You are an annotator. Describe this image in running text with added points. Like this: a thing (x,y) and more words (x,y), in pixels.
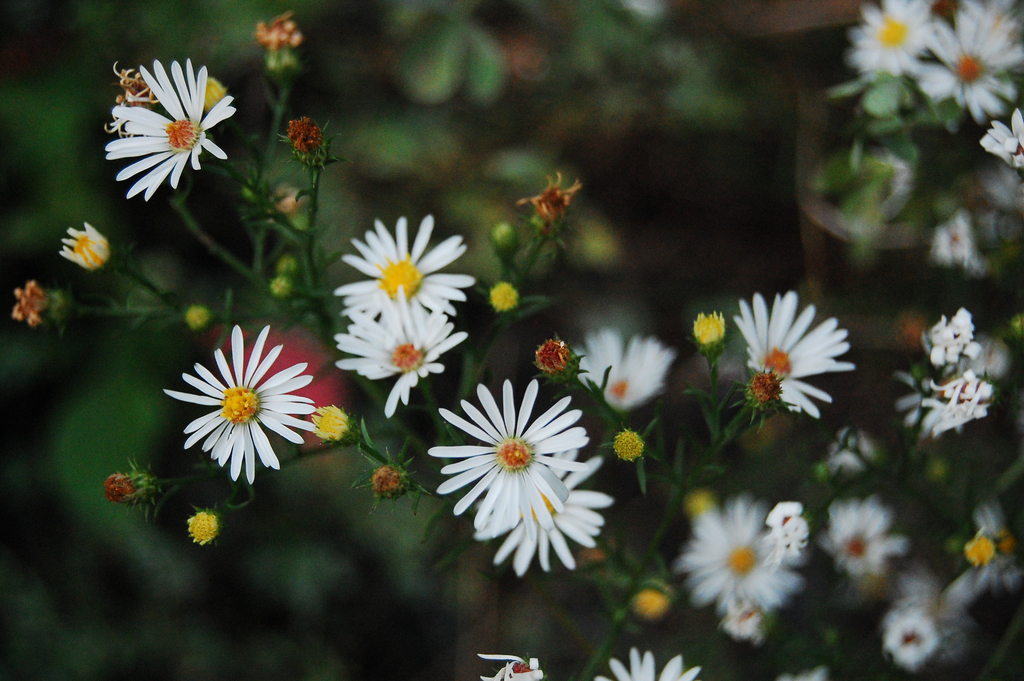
In this image in the foreground (545,435) there are some flowers (438,446), and in the background (98,298) there are plants (605,50).
